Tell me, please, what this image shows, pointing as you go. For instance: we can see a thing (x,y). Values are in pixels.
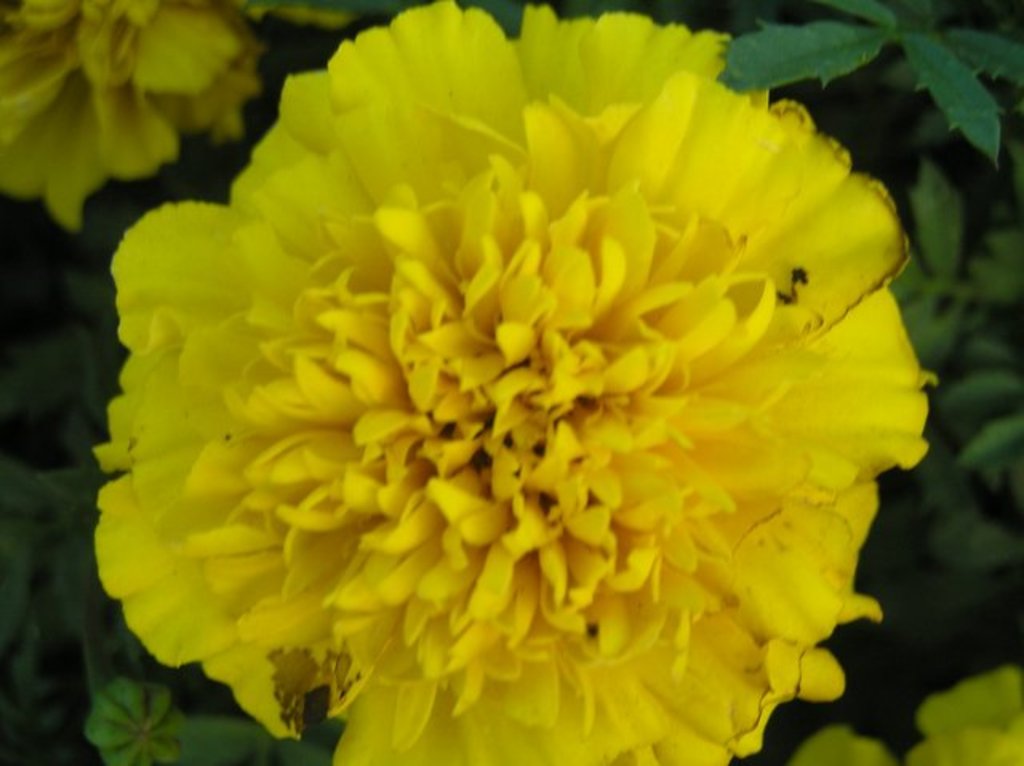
In this image we can see a flower (400,337) of a plant (210,214).
